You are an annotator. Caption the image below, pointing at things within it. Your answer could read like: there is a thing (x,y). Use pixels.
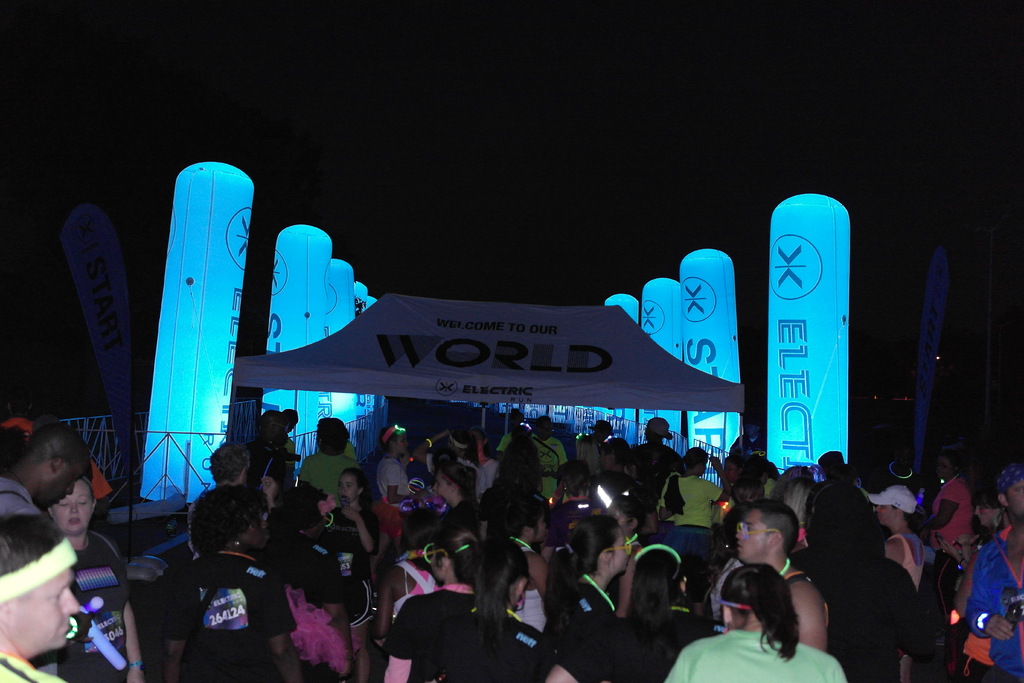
In this image we can see many persons (581,451) standing on the ground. In the background (310,262) we can see balloons (177,231), and sky (435,119).
